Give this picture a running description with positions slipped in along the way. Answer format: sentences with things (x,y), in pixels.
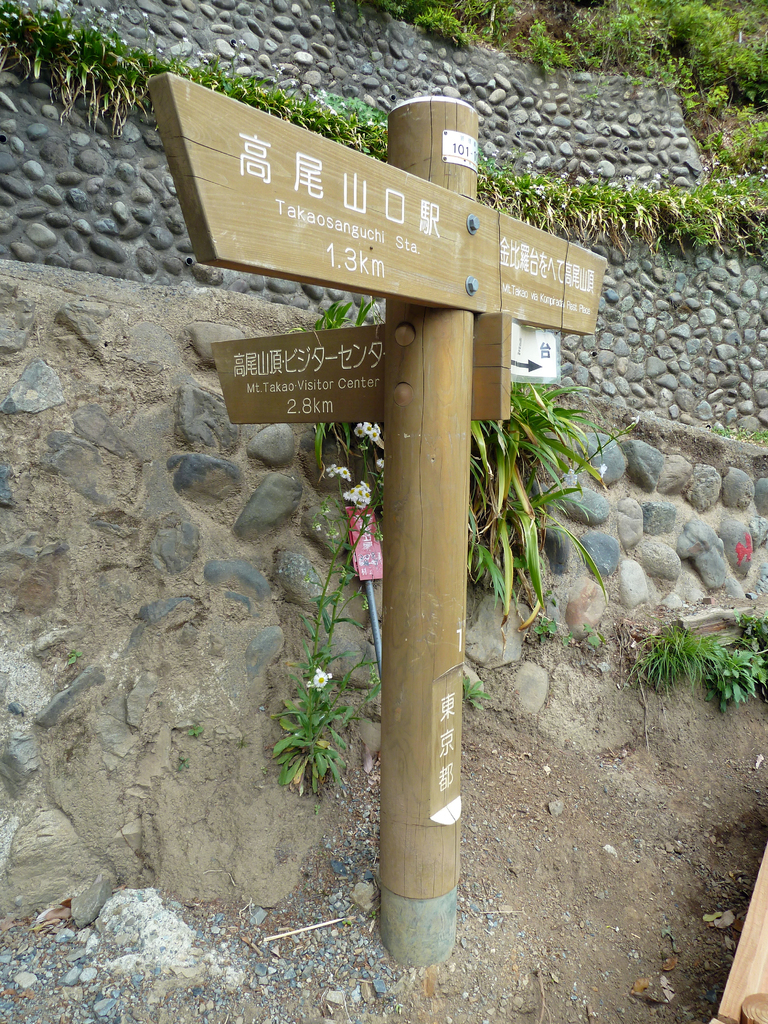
In this image we can see a sign board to a pole (393,748). We can also see some plants (540,586) and a wall (556,595) built with stones (106,529).
